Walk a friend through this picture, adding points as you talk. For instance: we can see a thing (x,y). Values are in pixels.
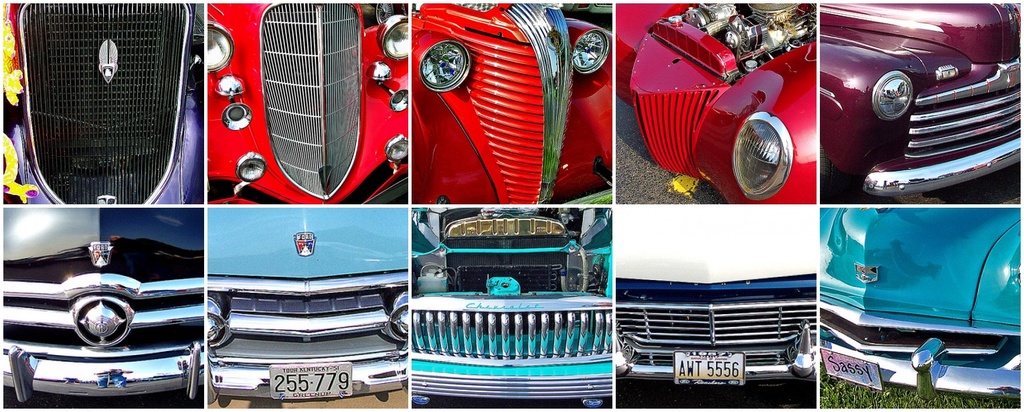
This is a collage picture and in this picture we can see a front part (677,36) of vehicles (220,226) and the ground (698,200), grass (883,385).
